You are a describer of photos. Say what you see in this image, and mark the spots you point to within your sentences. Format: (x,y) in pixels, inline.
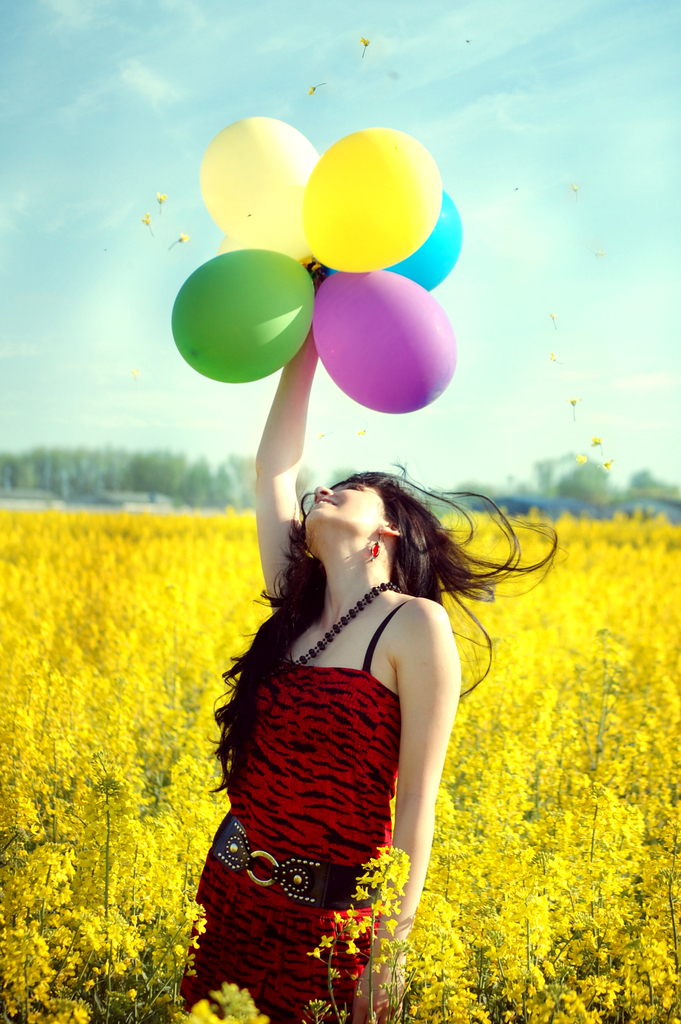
In this image we can see a woman (447,710) standing holding some balloons (394,327). We can also see a group of plants (176,771) with flowers (176,771), some trees (208,468), houses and the sky (495,409) which looks cloudy.
